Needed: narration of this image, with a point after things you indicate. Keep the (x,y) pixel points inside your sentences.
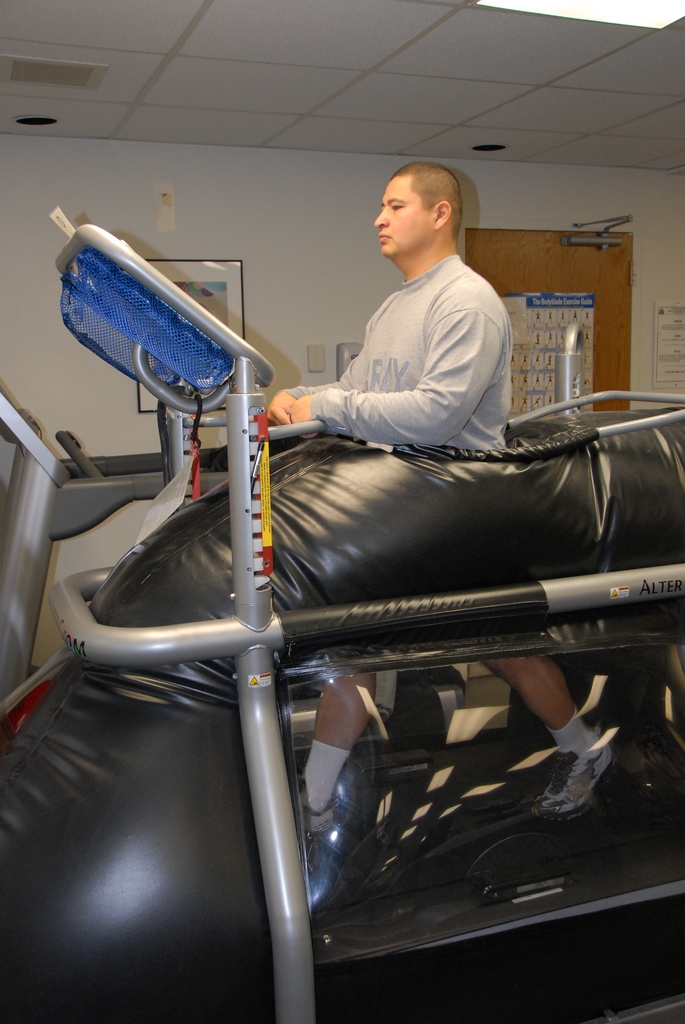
In this image in the center (434,376) there is one person (405,356) who is standing on a treadmill (408,507), and there is an air balloon (81,882) and also there are some gym instruments (89,513). In the background (222,295) and there are some photo frames (205,277) on the wall (637,343), in the center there is a door (543,262) and on the door (521,236) there is a poster (589,319). At the top (501,120) there is ceiling (523,48) and some lights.
